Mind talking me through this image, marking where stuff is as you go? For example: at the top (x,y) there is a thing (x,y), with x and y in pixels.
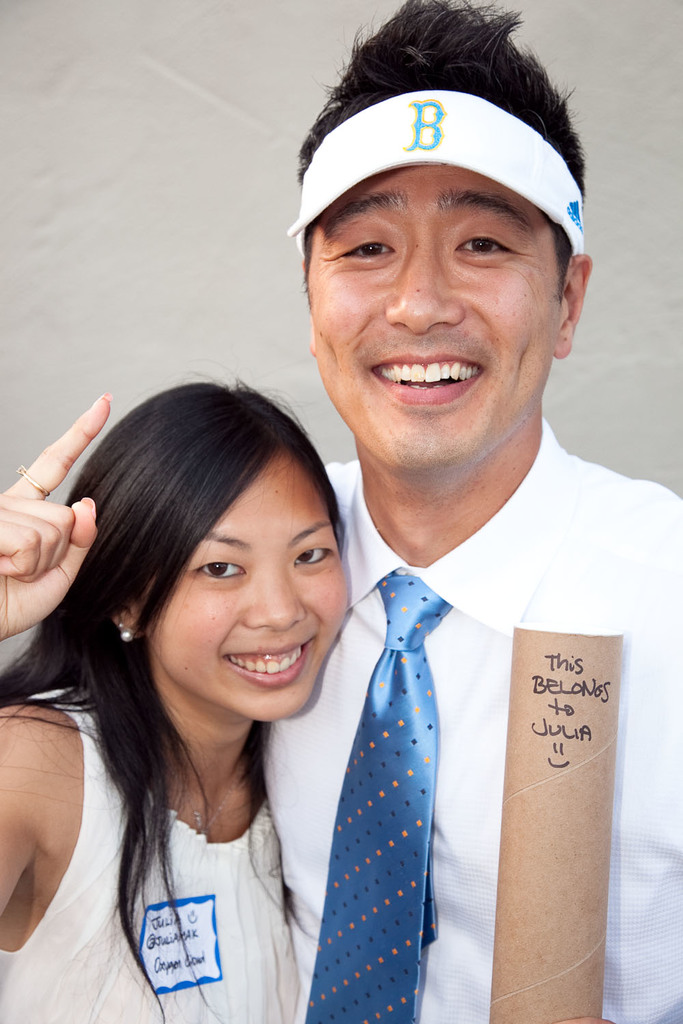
As we can see in the image there is a wall (221,251) and two people (413,789) standing in the front (350,798). These two are wearing white color dresses (450,677).
